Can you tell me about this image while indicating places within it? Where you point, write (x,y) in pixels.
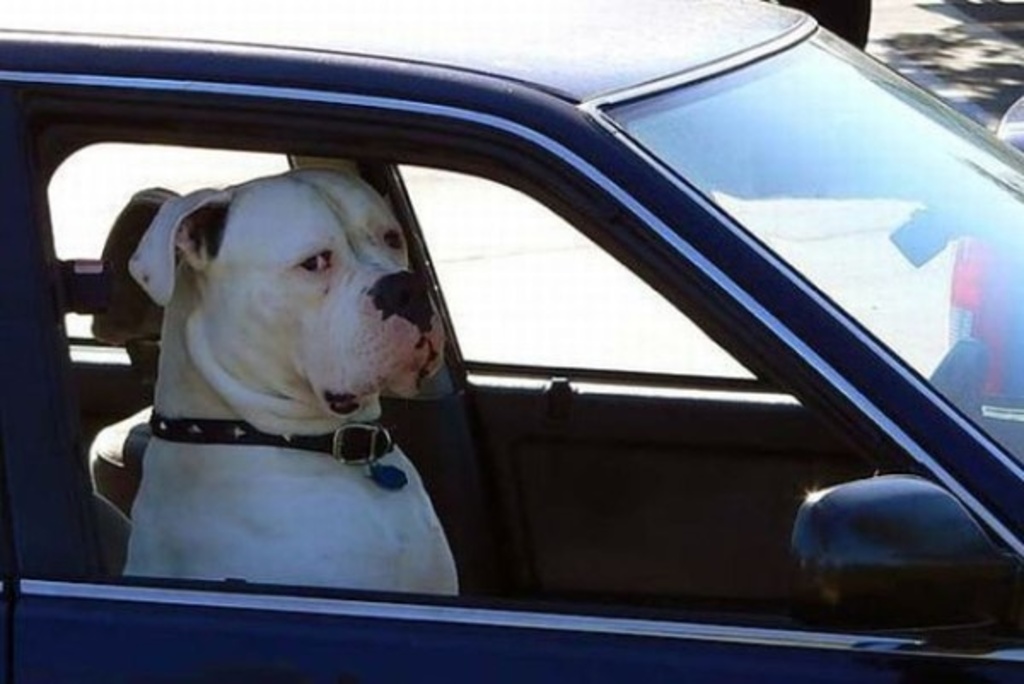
This picture shows a dog (296,551) seated in the car (65,268) and we see a belt (242,442) to its neck (302,453).
